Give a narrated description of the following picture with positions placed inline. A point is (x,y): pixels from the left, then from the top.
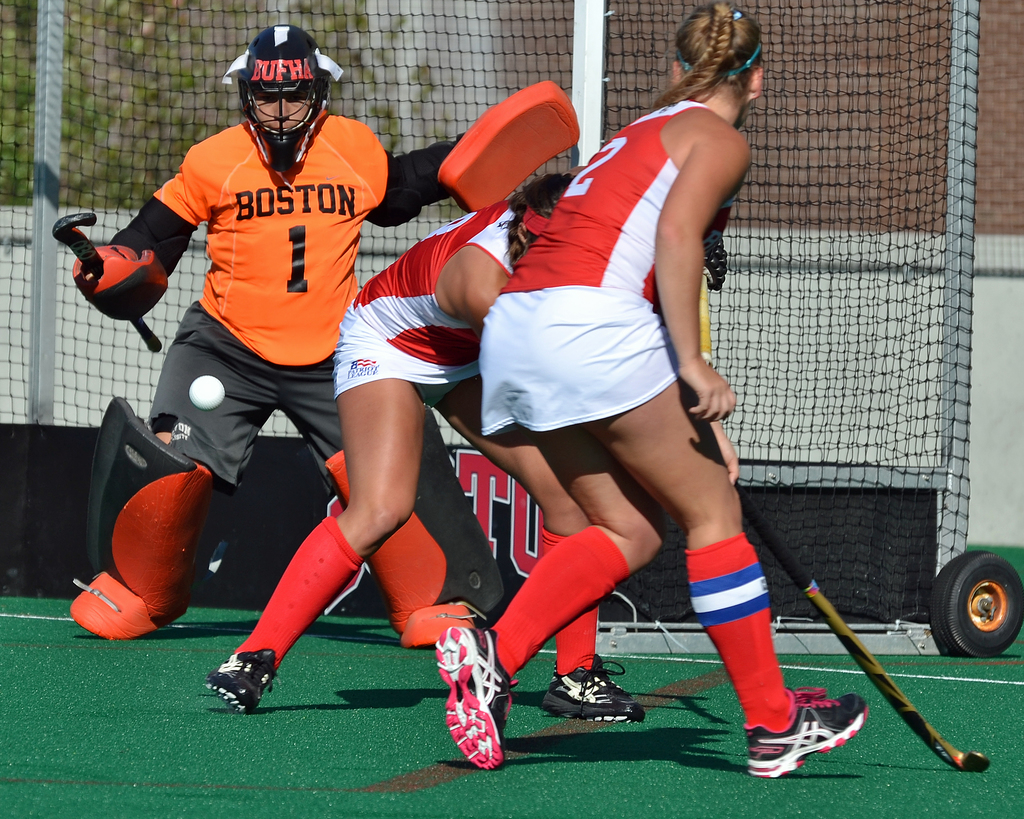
In this picture we can see women (507,714) playing hockey on the field (282,721) holding hockey sticks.
